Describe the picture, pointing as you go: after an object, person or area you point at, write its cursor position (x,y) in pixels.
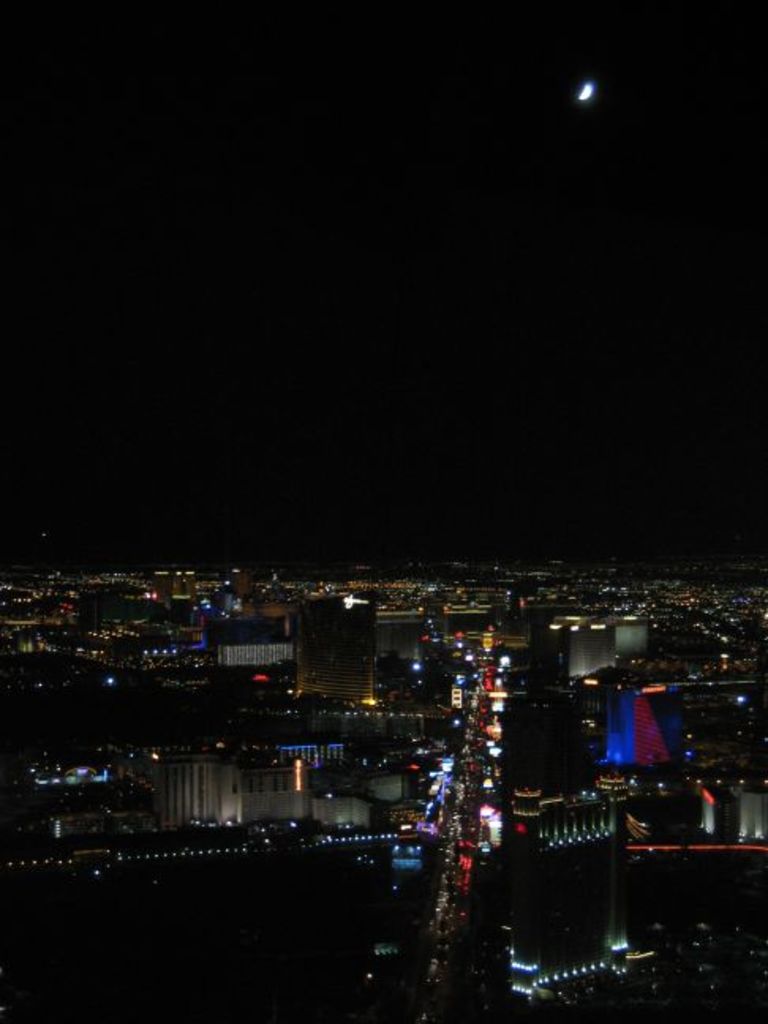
In this image I can see few buildings (603,843) and I can also see few lights (495,799). In the background (391,260) I can see the moon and the sky (324,284) is in black color.
